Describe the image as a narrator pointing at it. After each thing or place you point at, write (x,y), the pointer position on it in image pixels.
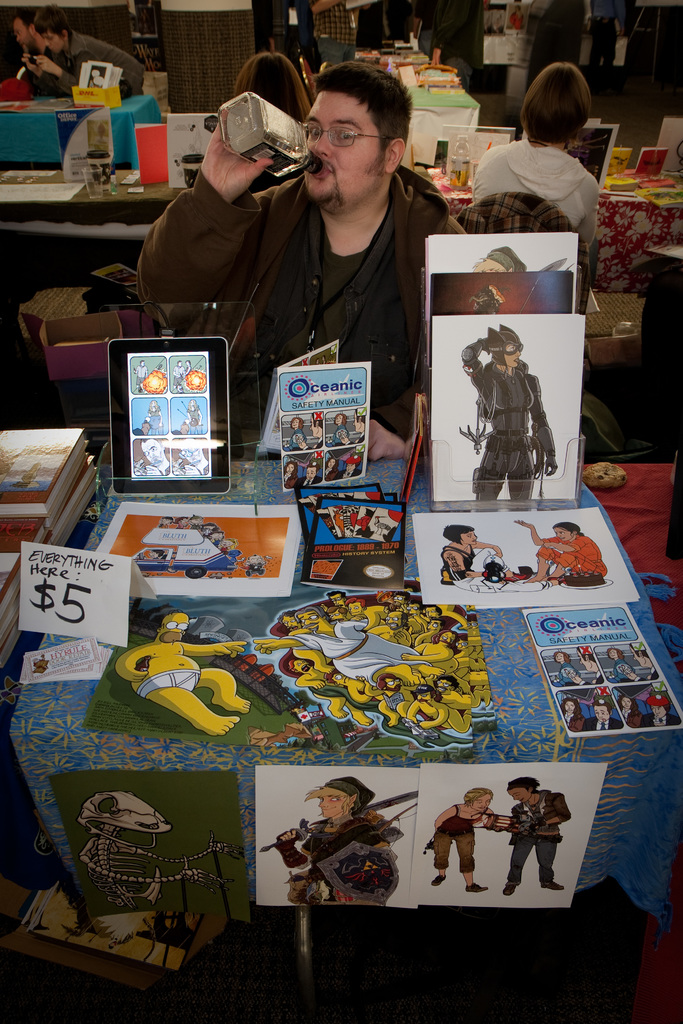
In this picture we can see a group of people (382,260) sitting on chairs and a man (309,236) is holding a bottle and drinking some liquid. In front of the people (311,101) there are tables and on the table (261,492) there are books (8,573), paper (342,663), tablet (226,476) and other things (49,586).
